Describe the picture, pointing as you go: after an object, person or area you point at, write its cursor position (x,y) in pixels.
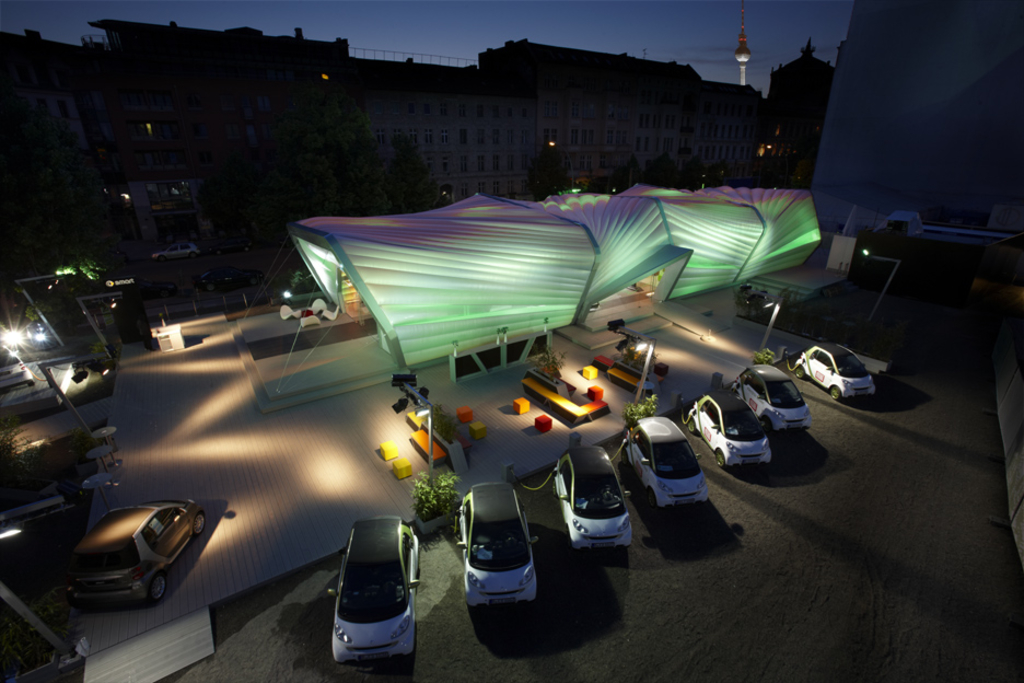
In this picture we can observe some cars (340,592) parked on the ground (279,630). We can observe white and black color cars (517,546). We can observe some tables (566,400) and stools (592,400) on the land (711,334). There is a building (694,115). We can observe a tower (746,41) on the right side (740,54). In the background (608,30) there is a sky (411,25).
